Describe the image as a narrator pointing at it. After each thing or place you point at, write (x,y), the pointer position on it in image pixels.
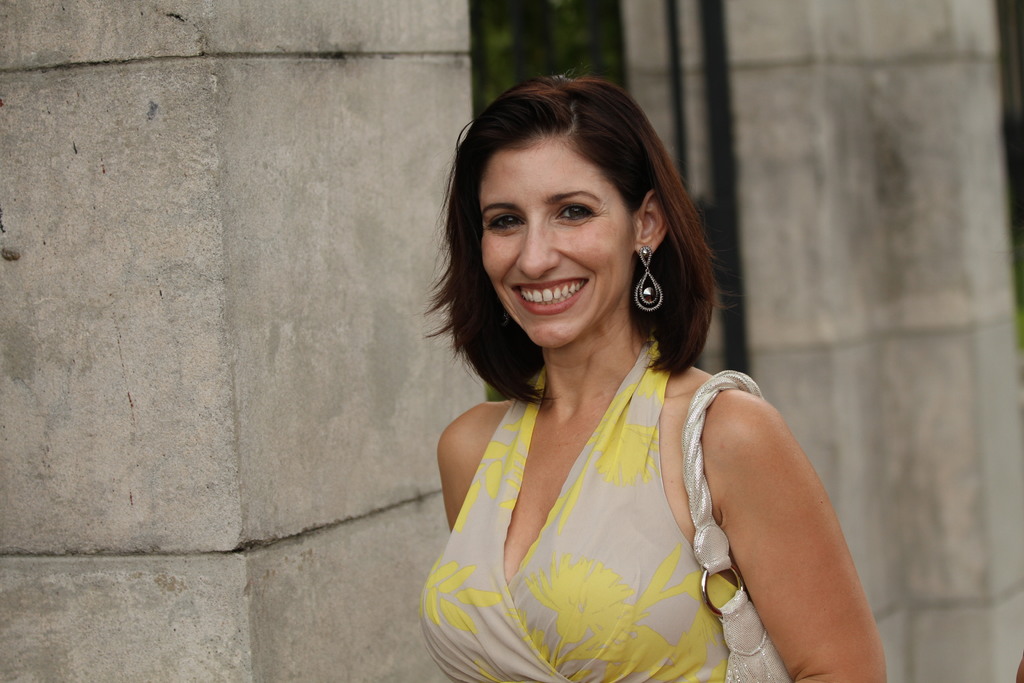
In the middle of the image (535,362) a woman (479,253) is standing and smiling. Behind her there is a wall (240,63).
